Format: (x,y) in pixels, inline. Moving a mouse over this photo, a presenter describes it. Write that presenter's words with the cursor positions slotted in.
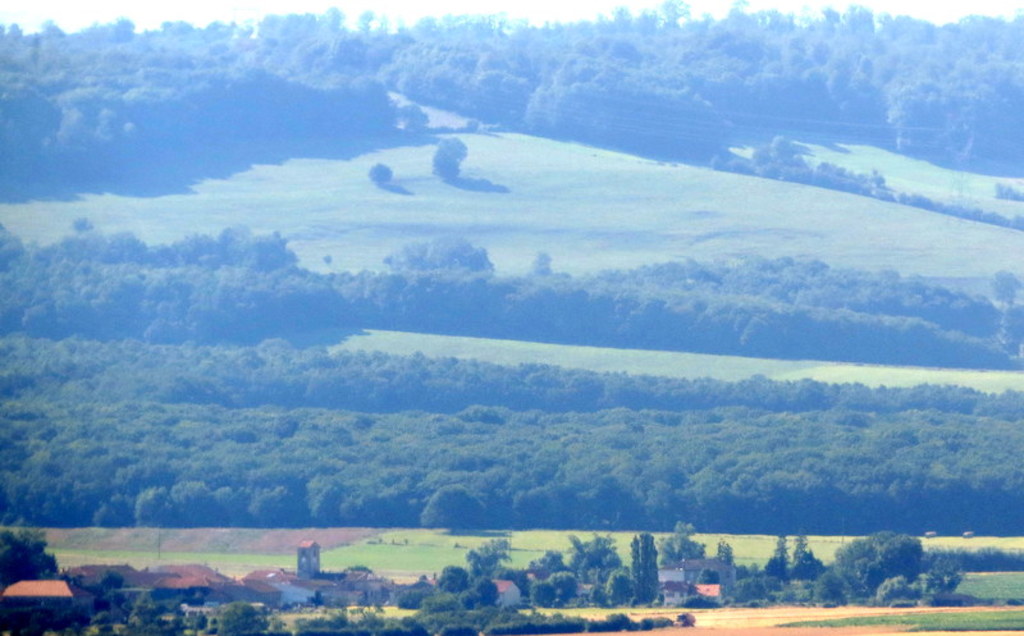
In this image we can see houses (168,574), trees (426,596), and also we can see the sky (369,6).
